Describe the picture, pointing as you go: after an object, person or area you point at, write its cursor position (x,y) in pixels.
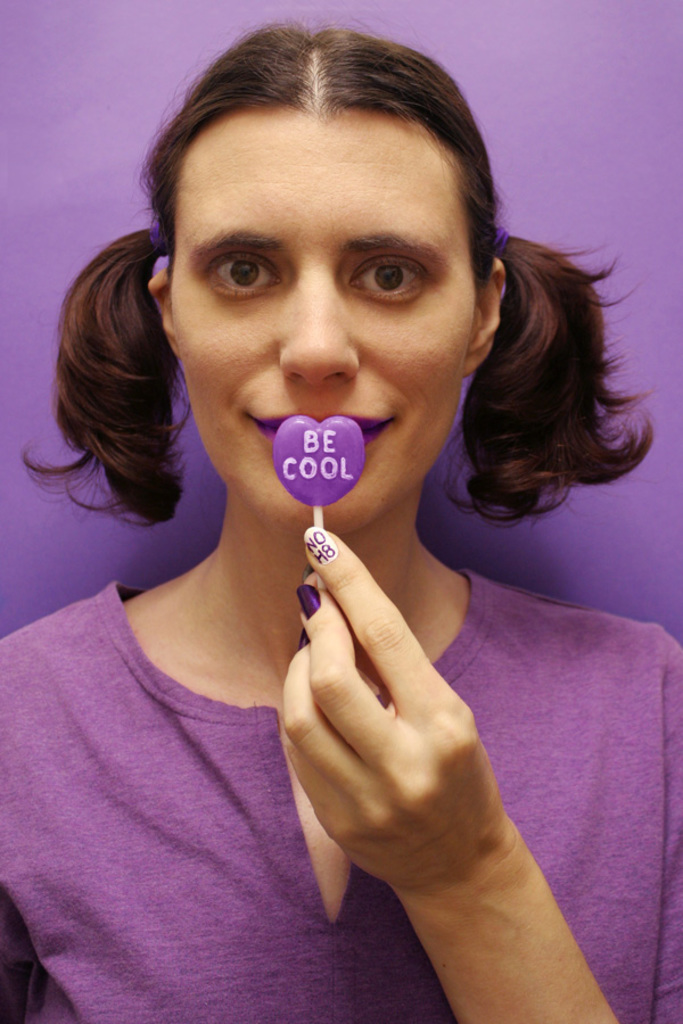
In this image there is a girl (433,679) who is wearing the violet colour dress (211,836) is holding the violet colour lollipop (324,493).
